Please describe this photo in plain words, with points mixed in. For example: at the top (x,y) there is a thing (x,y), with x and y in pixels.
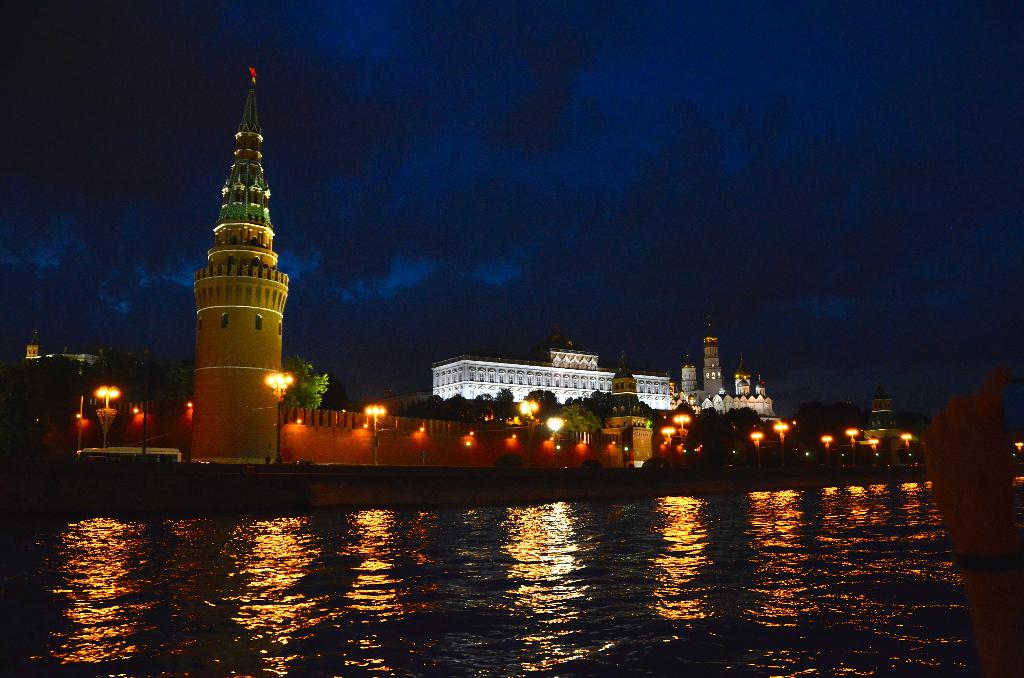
Front we can see water (565,620). Background (515,367) there is a building (487,377), lights (371,413) and trees (907,423).
